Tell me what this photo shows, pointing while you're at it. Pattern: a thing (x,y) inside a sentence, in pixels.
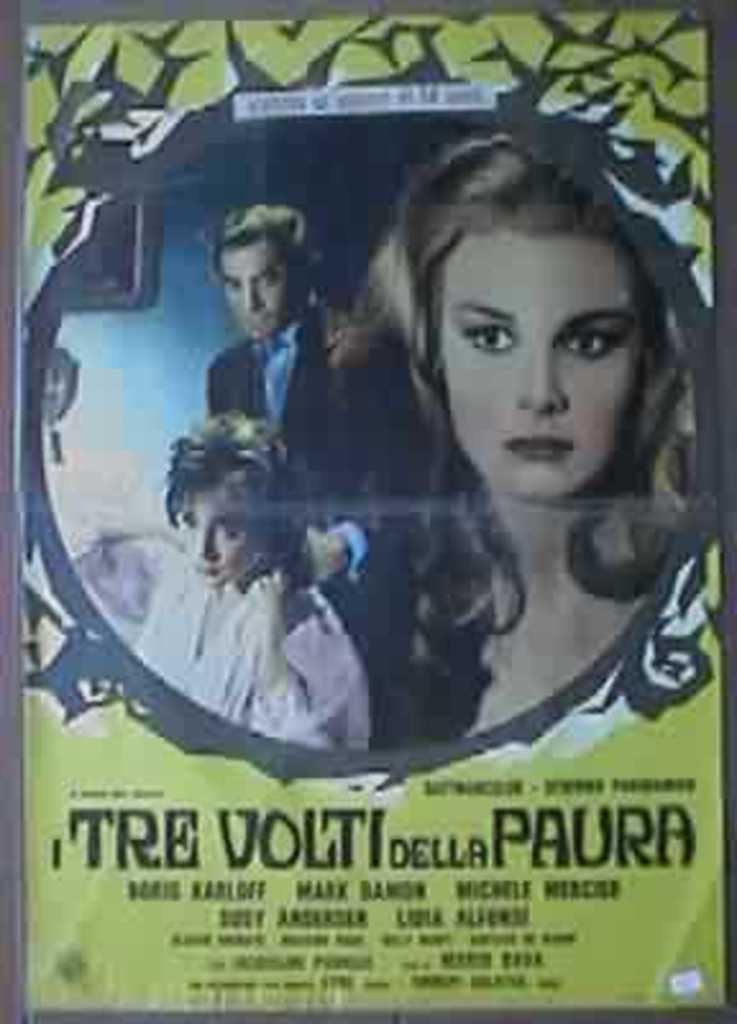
In the foreground of this poster, at the bottom (319,921), there is some text (461,889). In the middle (461,565), there are two women (260,506) and a man (281,351).
